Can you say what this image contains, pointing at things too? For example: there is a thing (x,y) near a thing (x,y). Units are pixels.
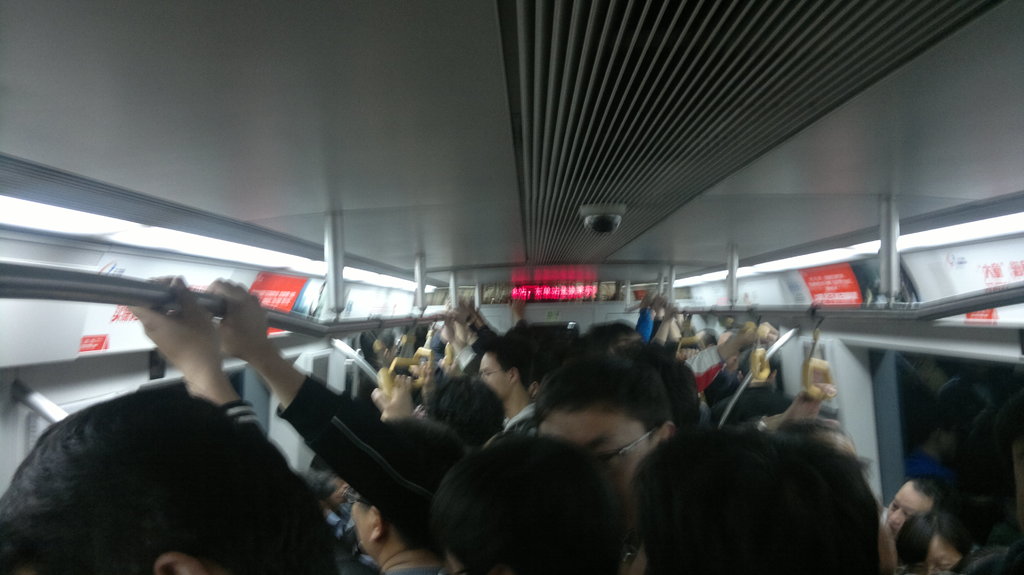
This is an inside view of a vehicle (314,372) and here we can see many people (583,403) holding hangers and rods (137,290). In the background (570,279), there are boards (964,289) and lights (833,256). At the top (572,80), there is roof (635,104).
